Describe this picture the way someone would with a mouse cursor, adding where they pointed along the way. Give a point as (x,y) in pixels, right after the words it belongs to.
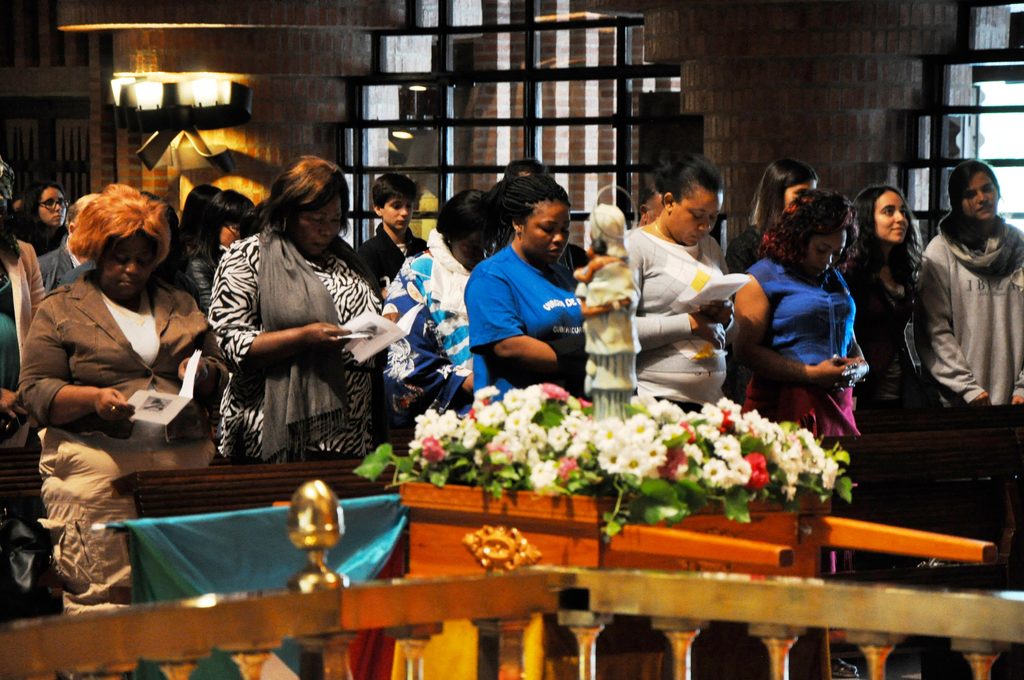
Here there are few women (441,249) and a man (374,234) standing on the floor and few are holding book (362,325) in their hands (310,326) and there is a statue (613,288) on a podium (594,506) and around it there are flowers (585,444) and we can see a cloth (339,568). In the background (86,180) there are lights (143,84), wall (49,90) and windows (512,56).
